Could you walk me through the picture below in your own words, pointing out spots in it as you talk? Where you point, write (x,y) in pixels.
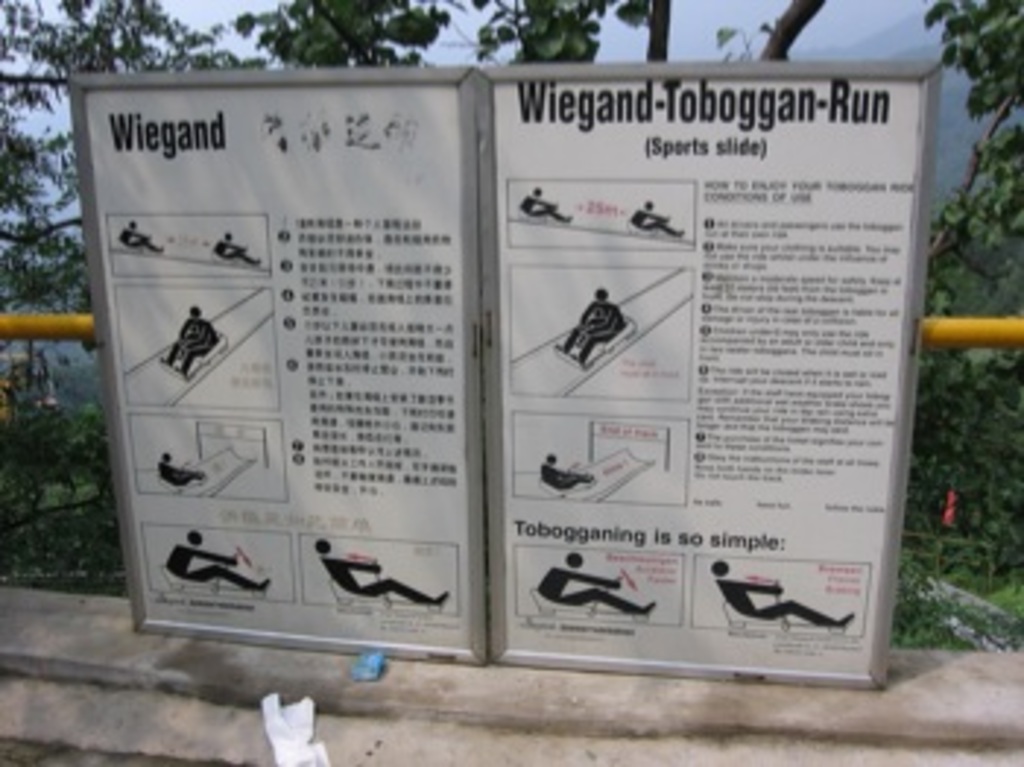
In this image, we can see a sign board (81,100), there are some pictures (576,487) and some text (813,287), we can see the railing (969,346) and we can see some plants (62,256).
